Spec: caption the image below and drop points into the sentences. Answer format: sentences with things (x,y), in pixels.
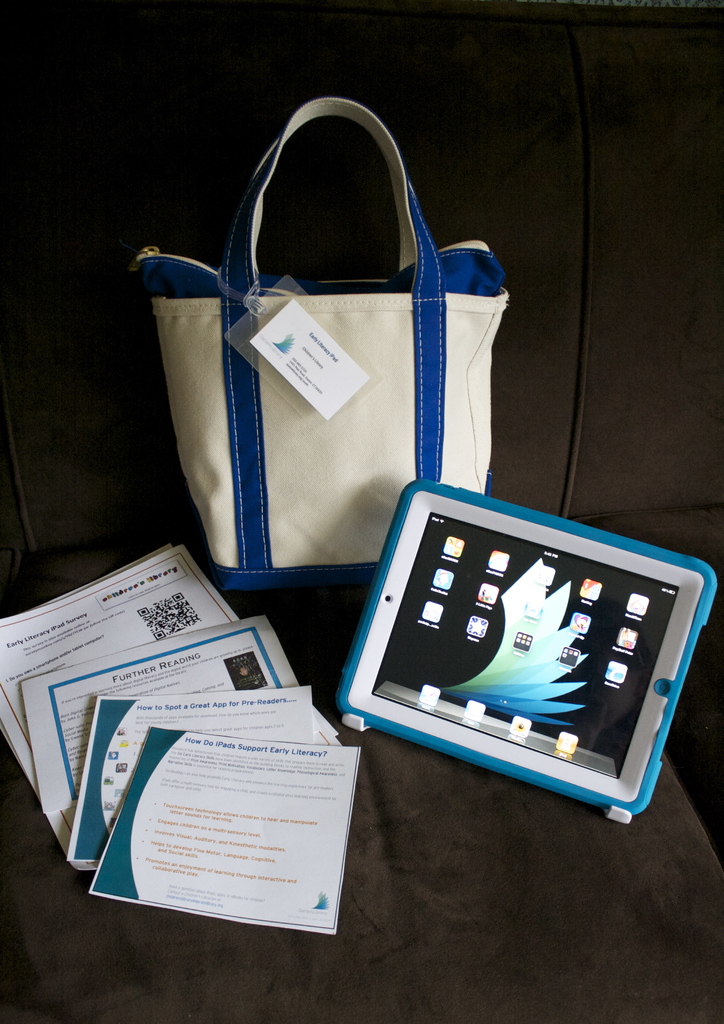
There is a sofa (550,490). There is a bag (389,434), ipad (466,670), papers (151,802) on a sofa (178,479).
